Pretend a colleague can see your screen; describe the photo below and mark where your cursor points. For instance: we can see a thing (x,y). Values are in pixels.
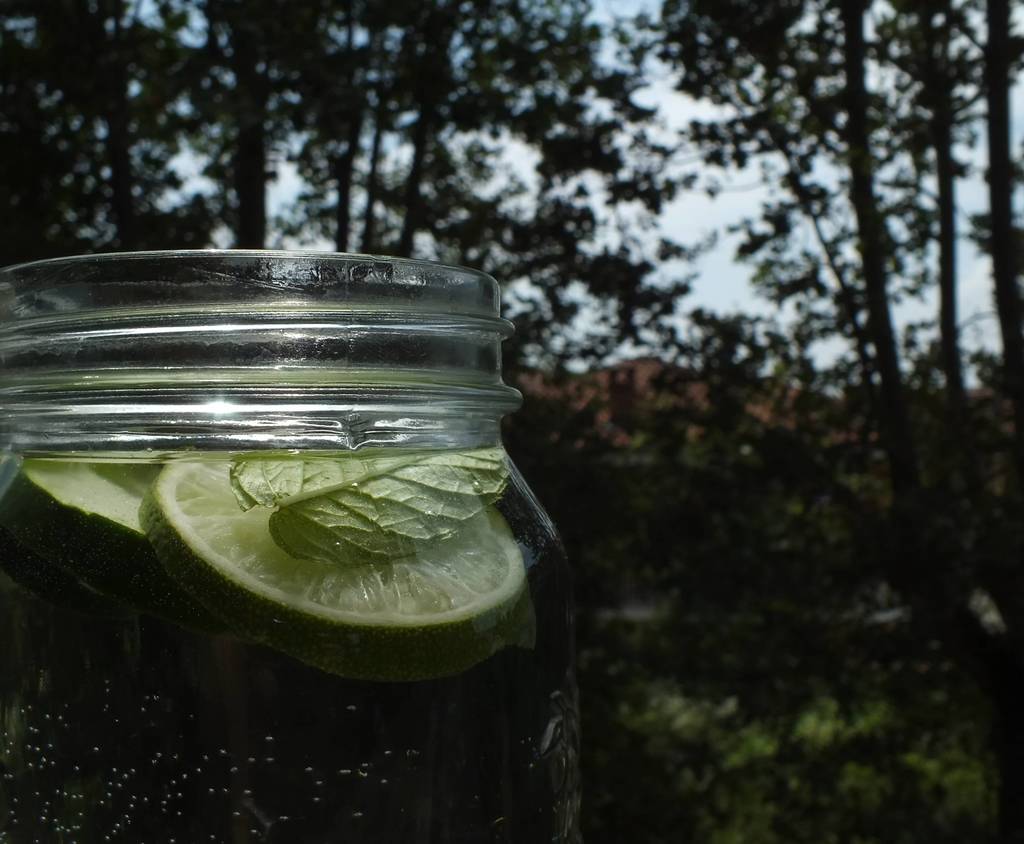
In this image, we can see a glass container (355,343) with some objects (307,569) in it. We can see some trees (580,43). We can see the sky (526,204).
